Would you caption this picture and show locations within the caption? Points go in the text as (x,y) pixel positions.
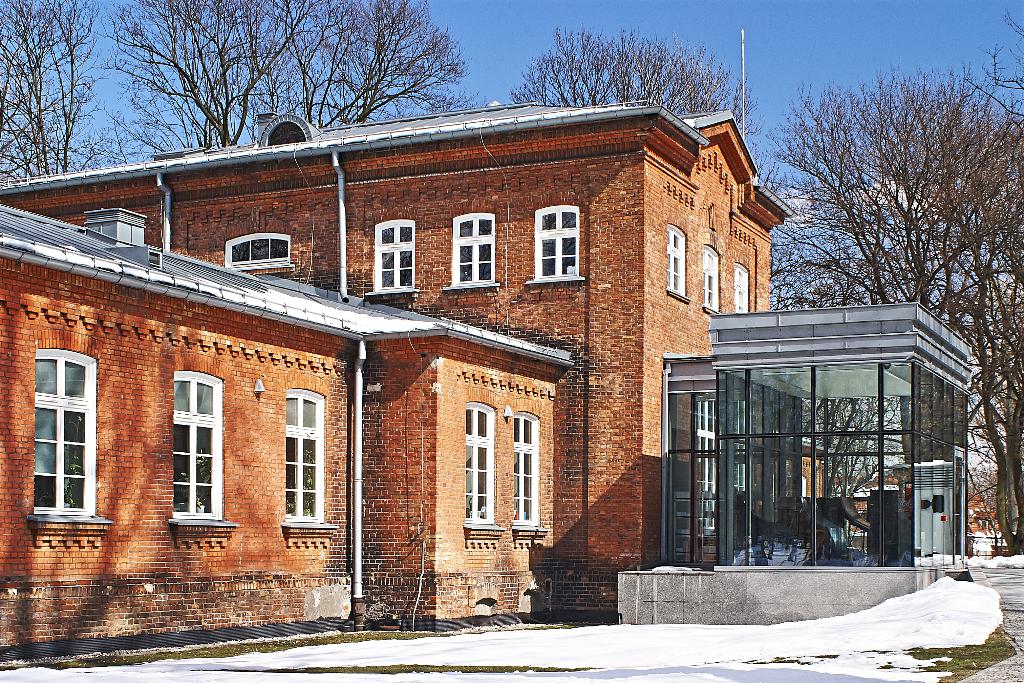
The picture consists of a house (604,332). On the right (793,421) there is a room (853,426) made of glasses (801,462). In the background (997,272) there are trees (921,227). In the foreground (613,643) there is snow (337,645) and grass (940,668). Sky (492,66) is clear and it is sunny. The building (349,419) has windows (93,427) and pipes (344,223).
